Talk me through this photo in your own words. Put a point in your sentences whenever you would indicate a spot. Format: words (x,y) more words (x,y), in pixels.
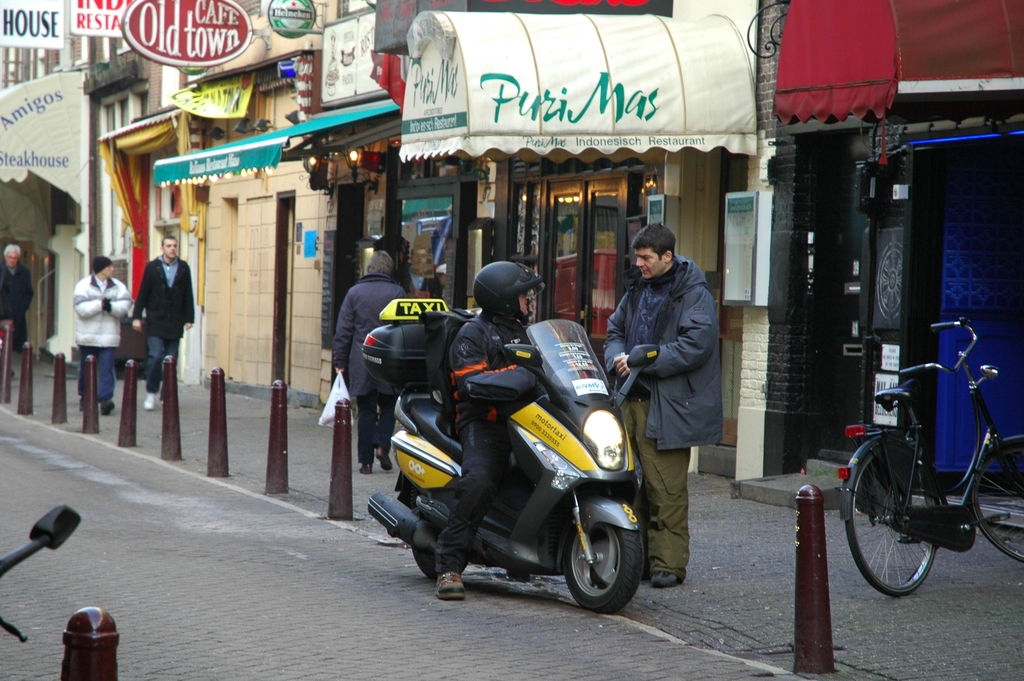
In this image there are group of people (398,296) walking and standing, the person (491,425) in center (495,418) is sitting on a bike (496,385). On the right side (683,354) the person (667,355) is standing and talking with the person (487,355) in front of him. In the background (168,293) there are four persons (174,289) walking, the building (250,206) and some sign boards (174,40) with a name old town cafe and in the bottom right (920,466) there is a cycle (966,484).
